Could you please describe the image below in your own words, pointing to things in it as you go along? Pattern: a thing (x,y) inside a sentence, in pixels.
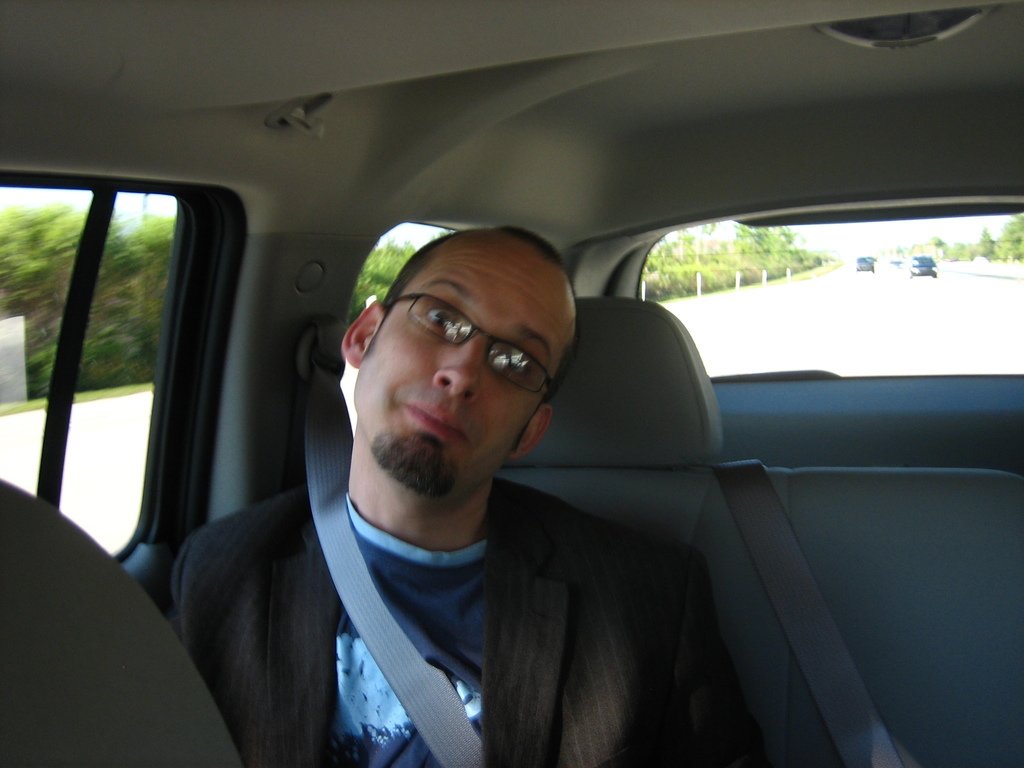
This is the image in side of the car (329,437) and a person (445,591) sit on of a car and wearing a belt (361,577). On the window (38,422) there is a trees (60,279) visible, back side of the car (818,270) there are the some cars (915,265) visible.
